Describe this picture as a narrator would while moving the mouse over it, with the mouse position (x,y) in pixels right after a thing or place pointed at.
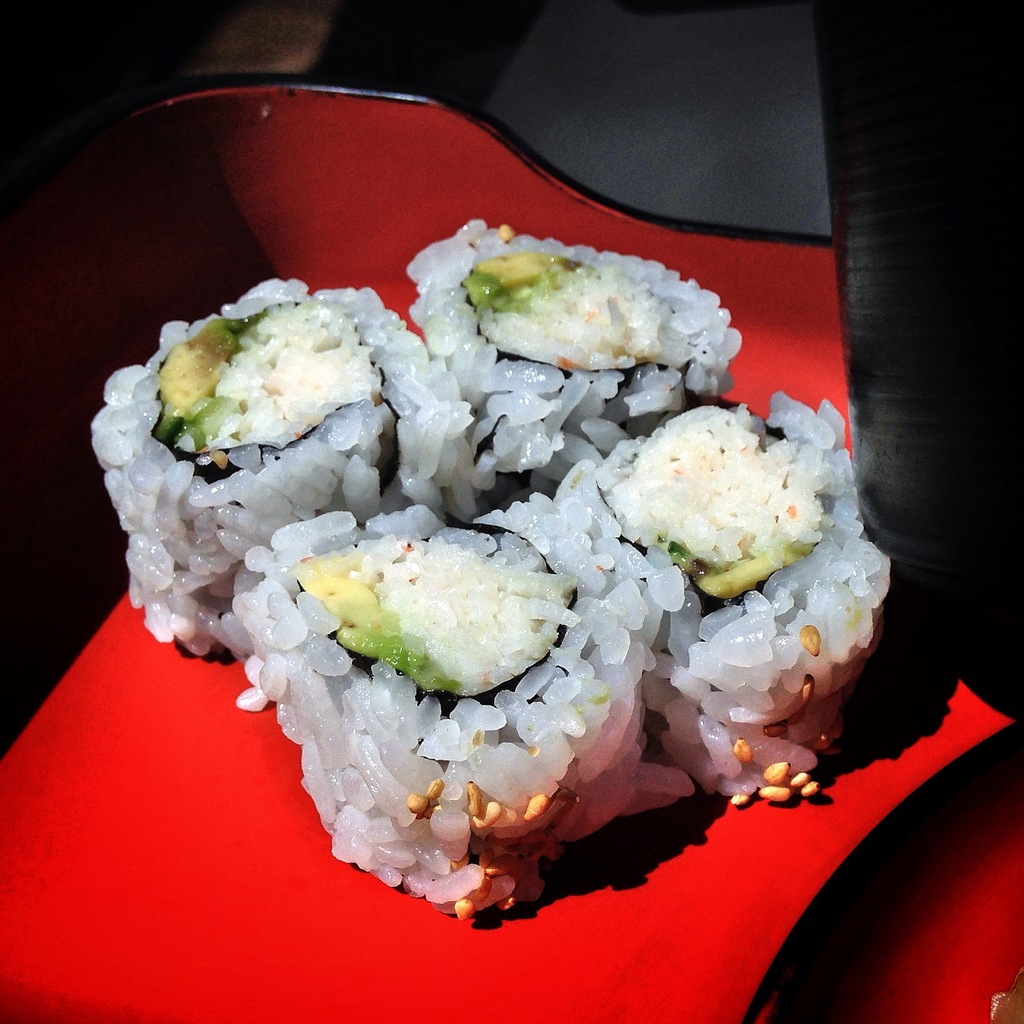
In this picture we can see food (376,753) on red platform (32,795). In the background of the image (659,103) it is not clear.
